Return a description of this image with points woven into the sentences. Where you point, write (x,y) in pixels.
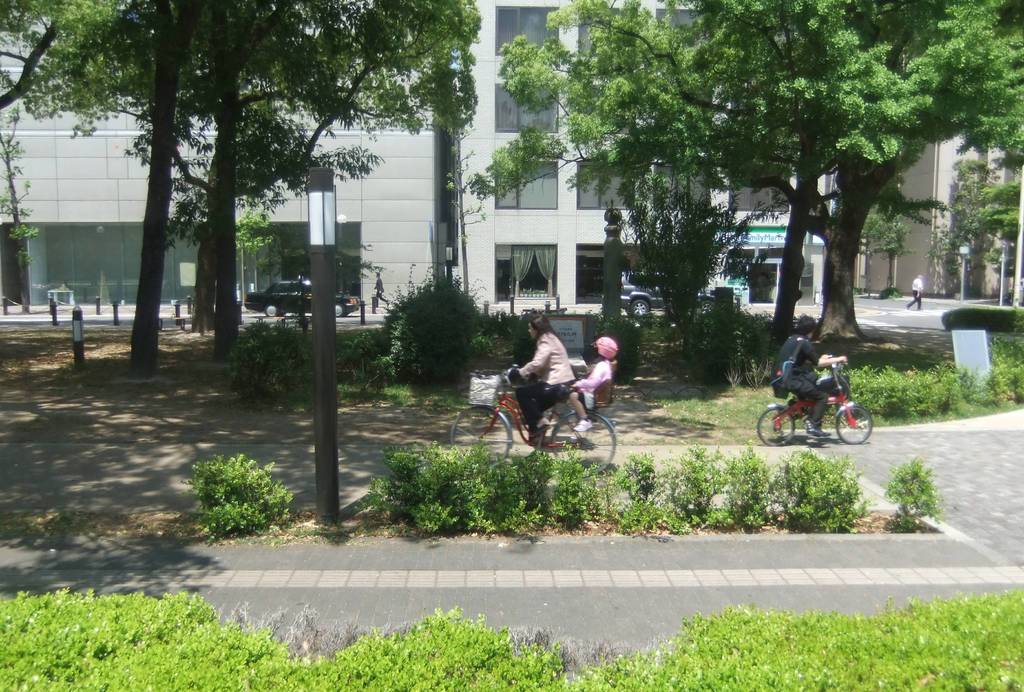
Here in this picture, in the middle (613,352) we can see two people (608,379) are riding bicycles (595,410) on the road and we can also see some part of ground (742,404) is covered with grass (721,401) and we can see plants (424,321) and trees (221,148) also present and in the far we can see a building (19,138) with number of windows (543,200) present and we can also see a car (283,299) present on the road (341,322) and we can see people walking on the road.
